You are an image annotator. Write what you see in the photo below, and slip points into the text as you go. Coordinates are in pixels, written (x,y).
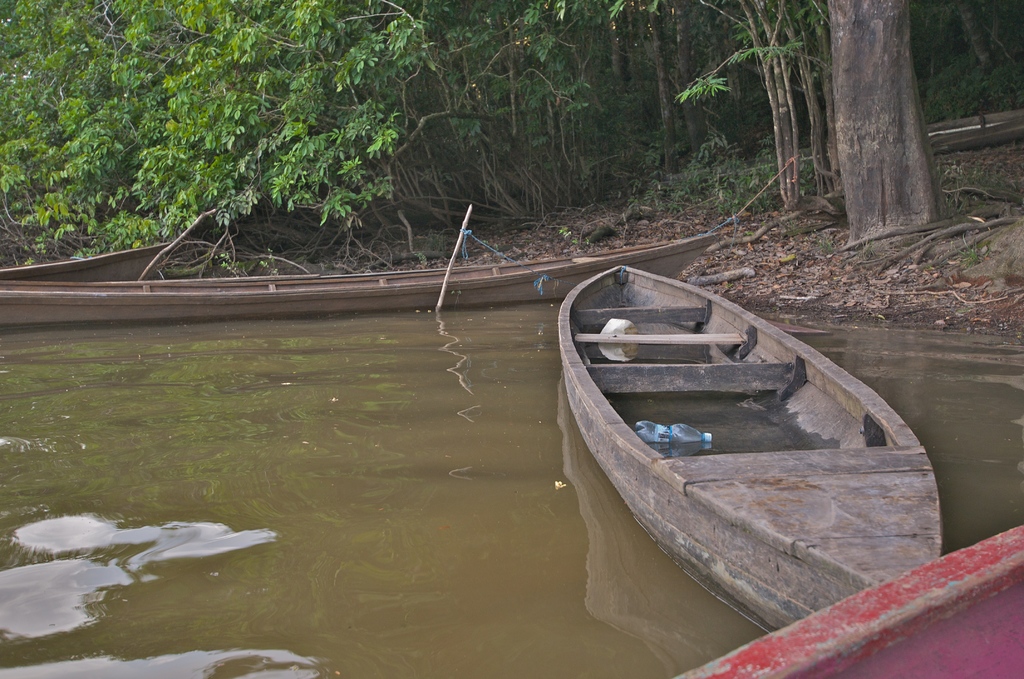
In this image I can see the boats (677,506) on the water (293,512). I can see the bottle (690,432) in one of the boat (649,361). In the background (669,123) I can see many trees (377,182).
